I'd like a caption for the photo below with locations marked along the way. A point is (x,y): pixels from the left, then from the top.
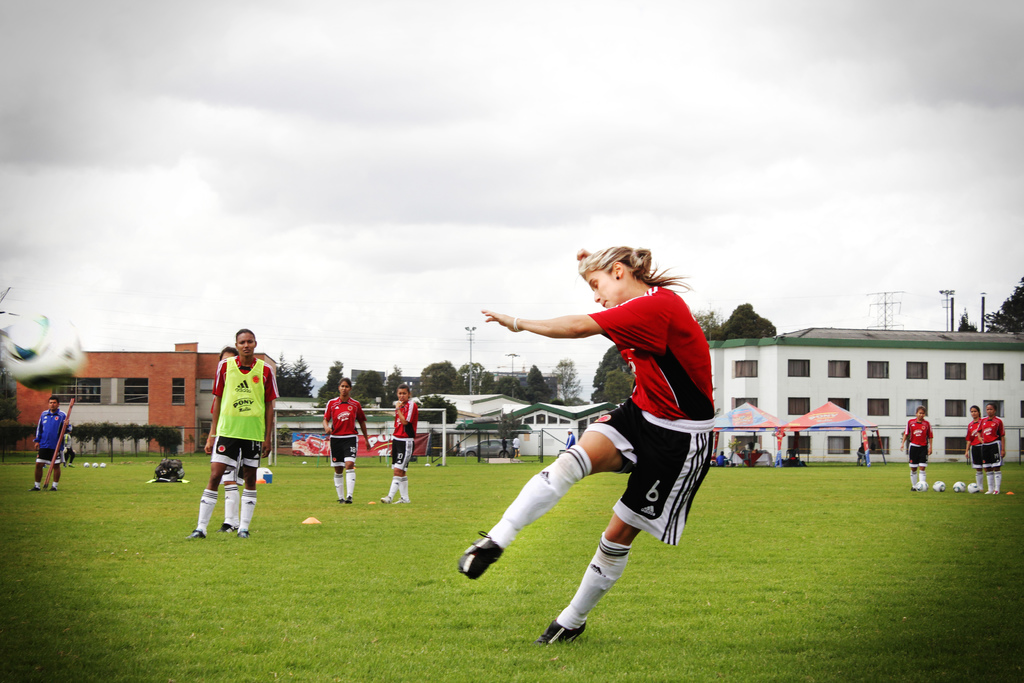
There are persons (214,433) in different color dresses (242,389), playing football on the grass (494,612) on the ground (312,607). On the left side (40,476), there is a standing. On the right side (994,490), there are three persons (973,411) in red color t-shirts (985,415) standing on the ground (1009,487). Beside them, there are three balls (970,491) on the ground (967,477). In the background (824,407), there are tents (804,423) arranged on the ground (842,488), there are buildings (869,366), plants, trees (486,393) and there are clouds (342,133) in the sky (584,116).
